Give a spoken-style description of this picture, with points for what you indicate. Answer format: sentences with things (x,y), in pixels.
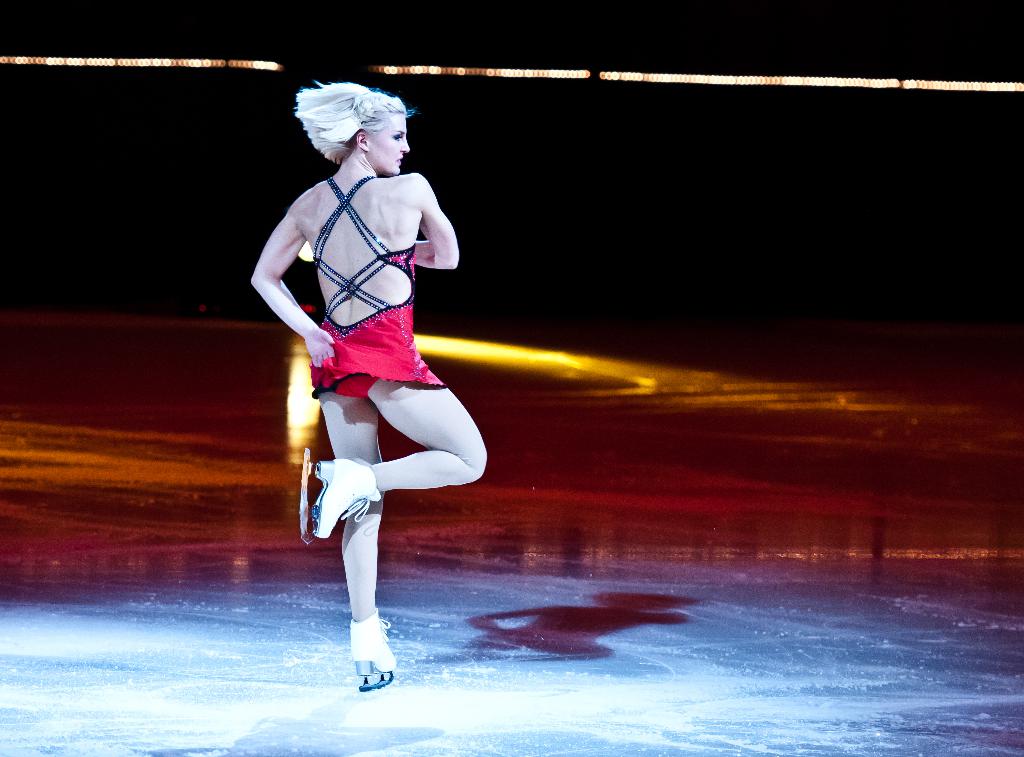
Here we can see a woman (353,92) and there are lights (16,59). There is a dark background (786,236).
